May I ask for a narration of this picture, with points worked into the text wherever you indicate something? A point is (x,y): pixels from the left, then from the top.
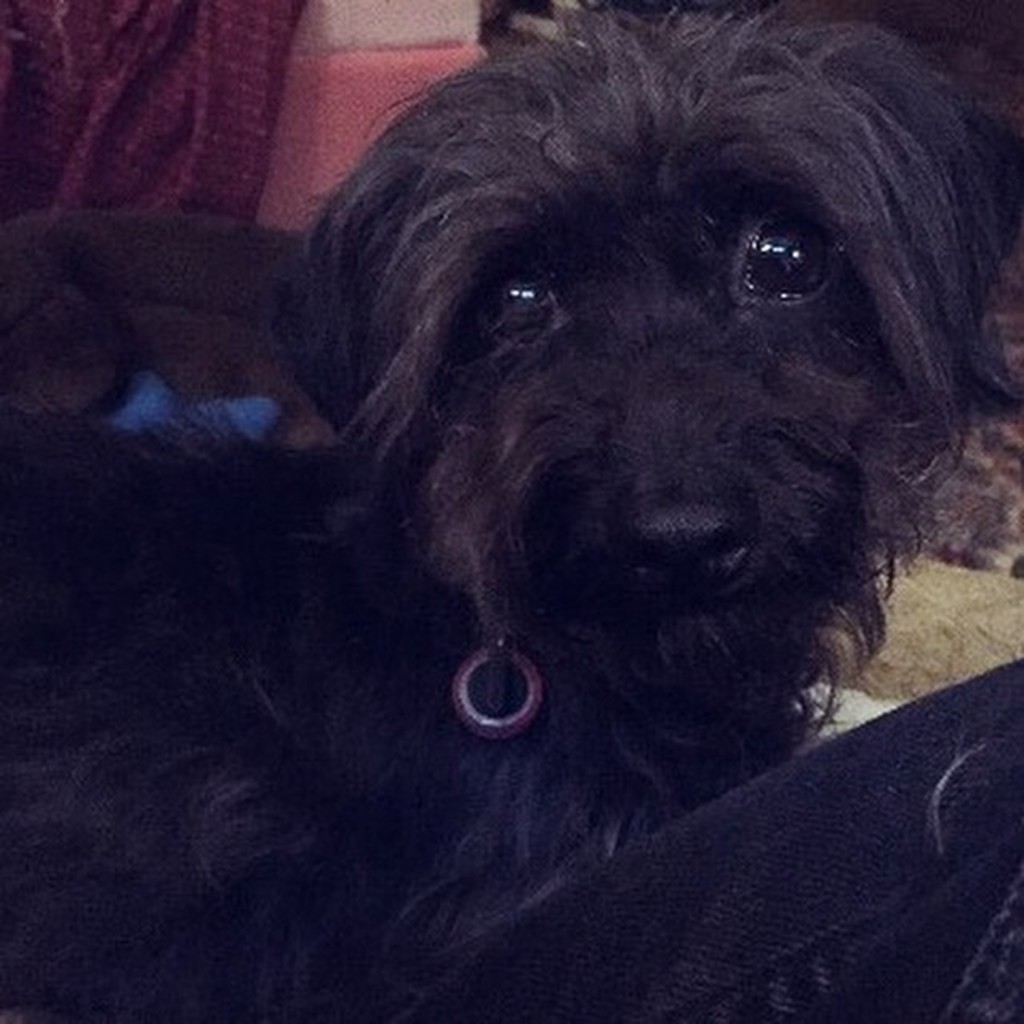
In the middle of this image (613,392), there is a black color dog (435,265). On the right side (912,935), there is an object (863,806). In the background (104,59), there are a cloth (58,87) and an object (363,36).
